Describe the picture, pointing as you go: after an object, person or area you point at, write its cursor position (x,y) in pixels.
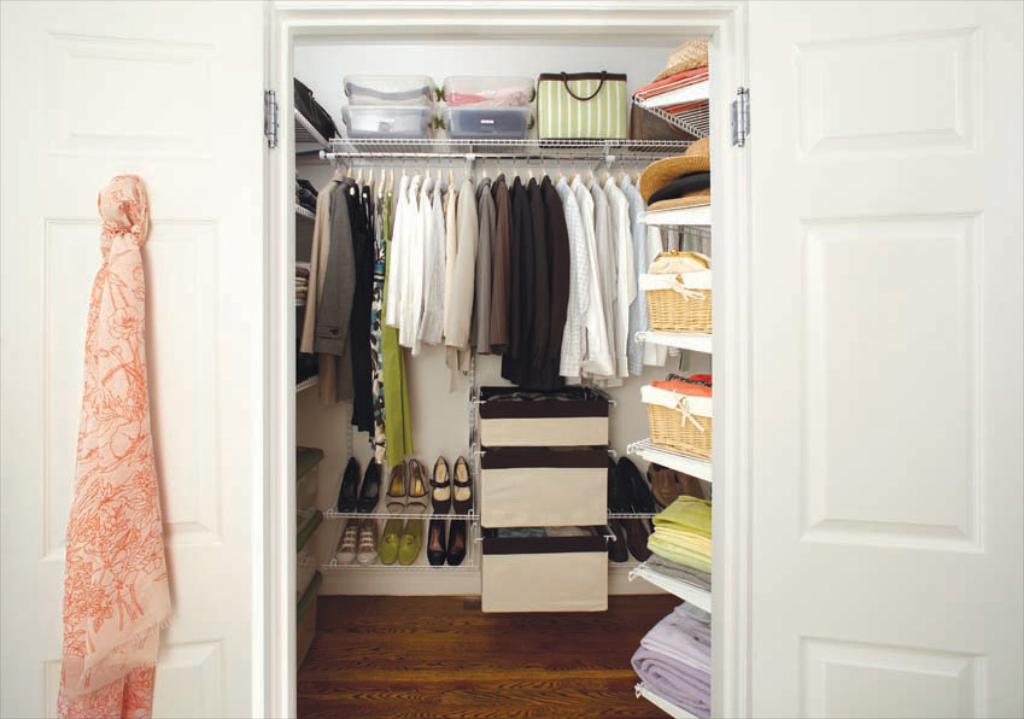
This picture is taken inside the room (807,412). In this image, on the right side (938,299), we can see a door (944,285). On the left side (242,589), we can also see a door (148,286) and a cloth (93,509). In the background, we can see some shelf (690,460) in which some objects (678,667) are placed in it. In the background (464,282), we can also see some shirts (587,306), shoes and few boxes (582,524). At the bottom (433,609), we can see a floor (462,639).
